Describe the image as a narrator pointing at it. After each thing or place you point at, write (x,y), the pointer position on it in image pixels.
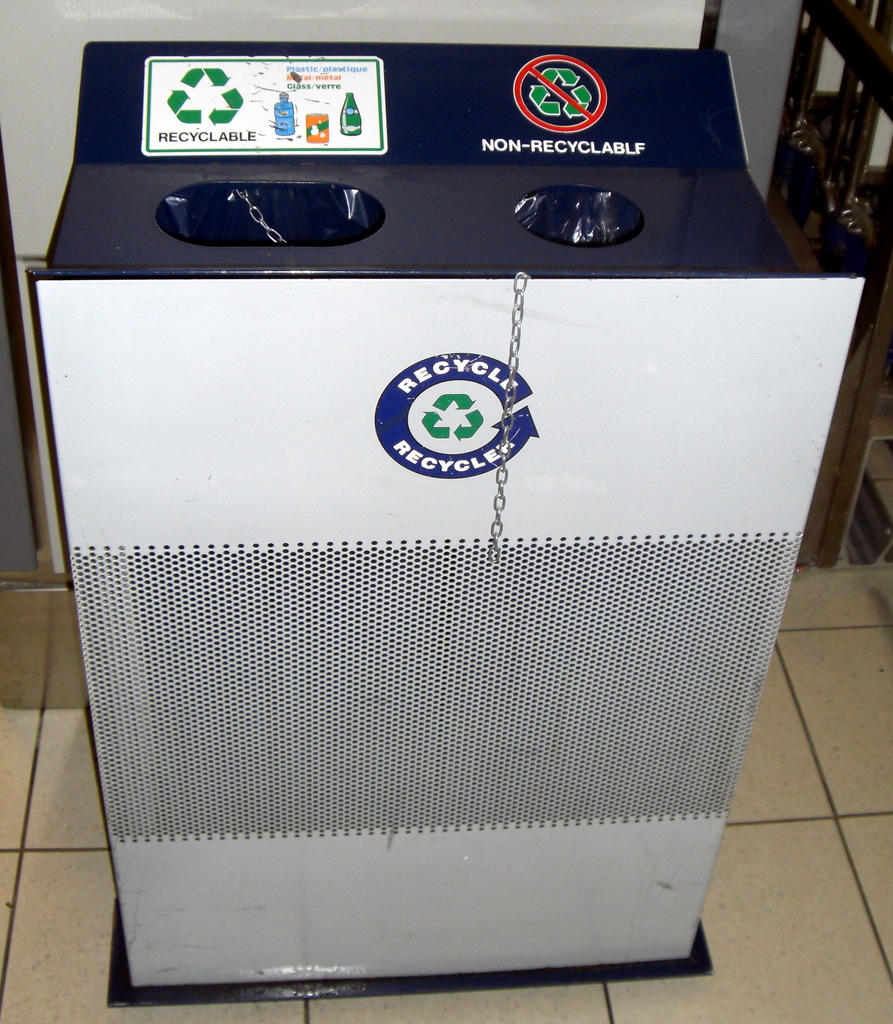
In this image I can see a bin (705,789) in white and blue color. Background (600,14) the wall (595,34) is in white color.
